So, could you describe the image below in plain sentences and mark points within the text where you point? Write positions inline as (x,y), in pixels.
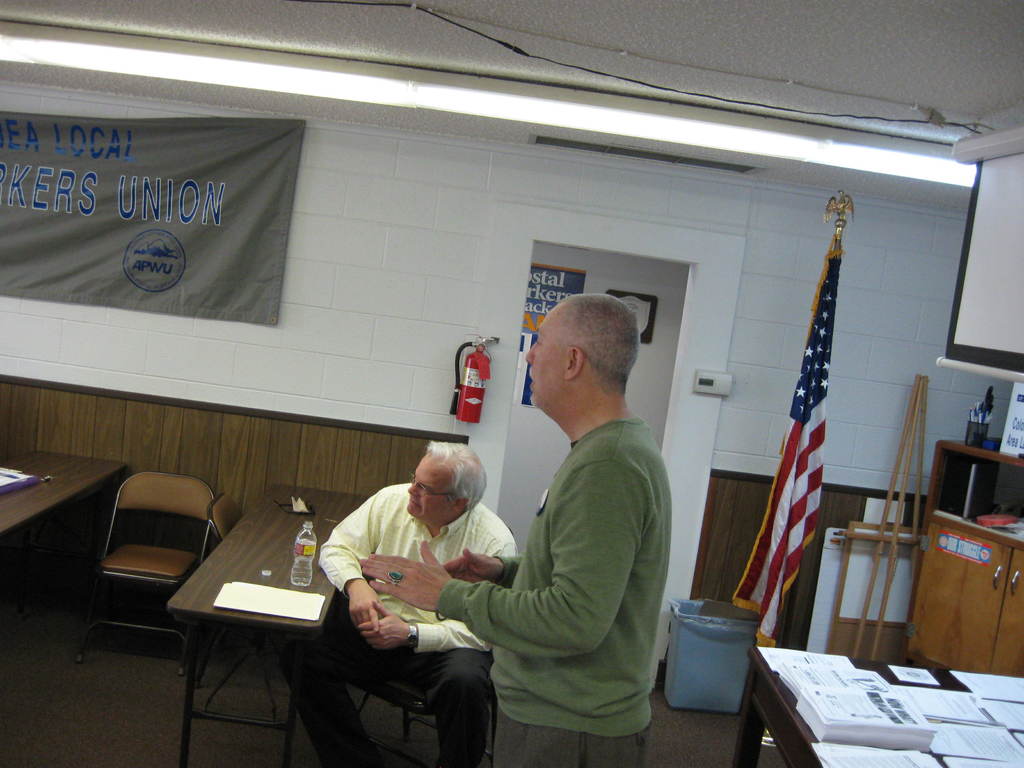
There is a person (565,752) standing in the center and he is speaking. There is a man (439,738) sitting on a chair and he is looking at someone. This is a wooden table (254,570) where a file (267,590) and a water bottle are kept on it. Here we can see a flag (828,358) and a wooden drawer (988,601) on the right side (955,573). This is a fire extinguisher (478,419) and this is a screen (981,274).
